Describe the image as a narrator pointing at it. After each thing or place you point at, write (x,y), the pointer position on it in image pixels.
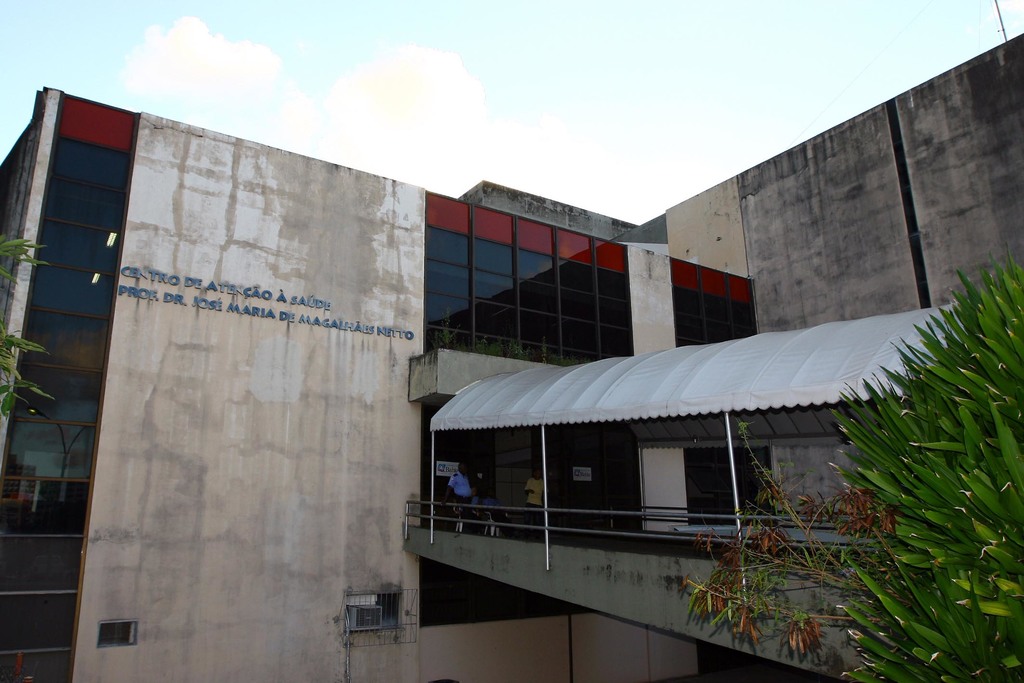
In this image we can see building (552,341), tent (598,418), some persons (466,482), rods (544,487), trees (793,521), wall (249,422), windows (109,631) are there. At the top of the image (359,109) clouds (366,151) are present in the sky (322,97).
